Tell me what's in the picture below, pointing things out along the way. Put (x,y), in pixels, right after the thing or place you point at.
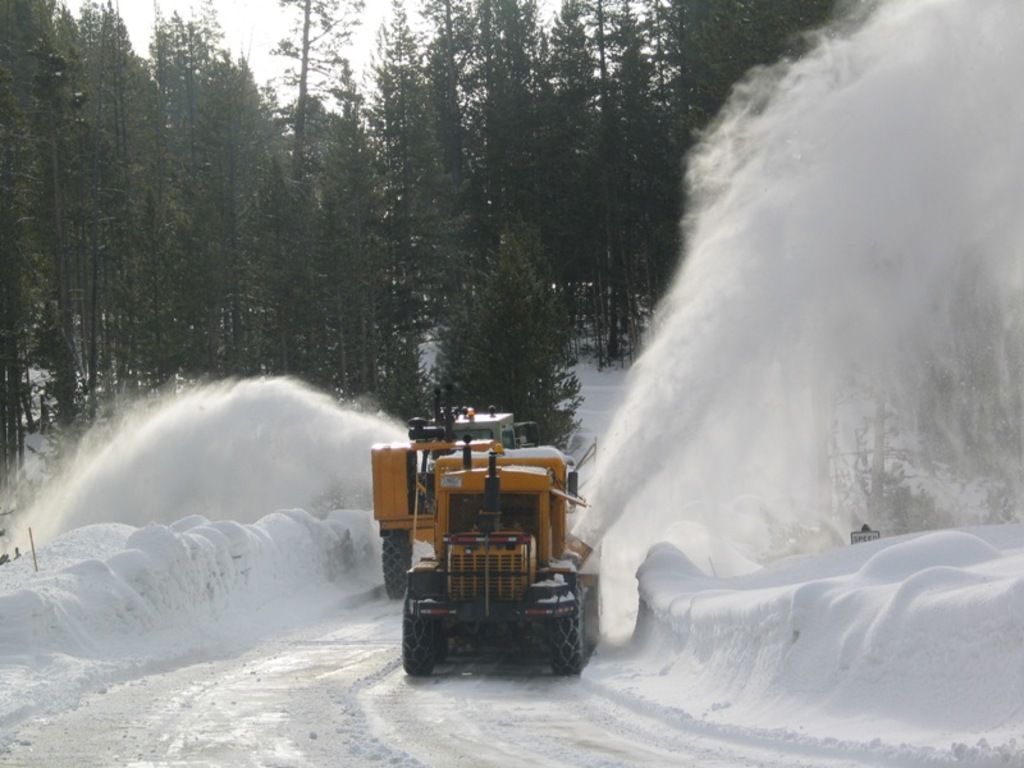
In this picture there are two vehicles (408,523) on the road (401,721). On the left (170,589) and on the right side of the image (847,588) there is snow (658,537). At the back (418,198) there are trees (322,201). At the top (253,19) there is sky (241,19).
